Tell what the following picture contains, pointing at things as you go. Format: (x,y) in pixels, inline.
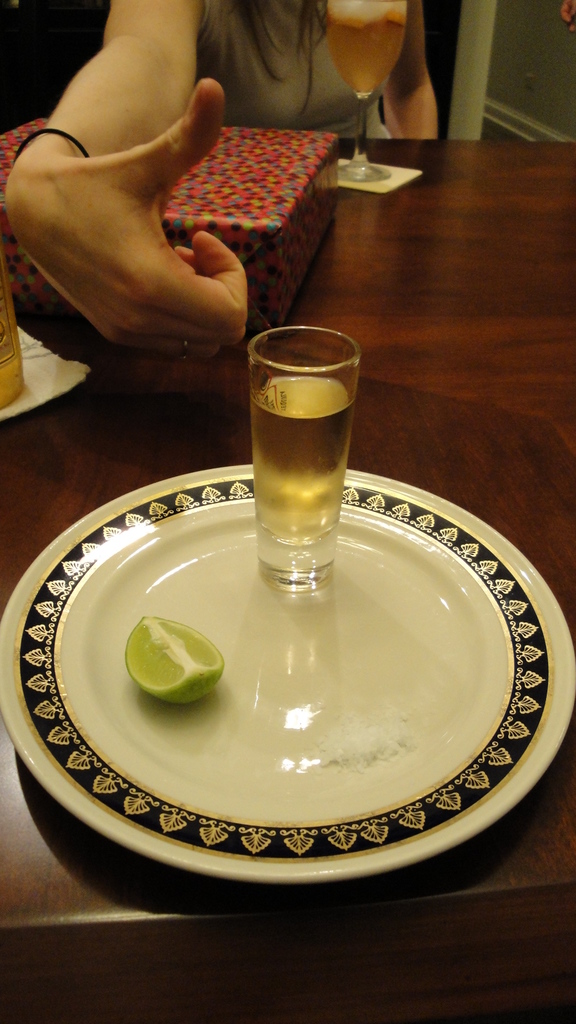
In this image on the table (415,342) there is a plate (288,671). On top there is a glass (292,416) with wine (301,429). Beside that there is a slice of lemon (188,639) and we can also see a box (184,240), bottle (8,317) and a glass of wine (362,150) on the table (417,270). In front of the table (482,200) there is a woman (415,59).
